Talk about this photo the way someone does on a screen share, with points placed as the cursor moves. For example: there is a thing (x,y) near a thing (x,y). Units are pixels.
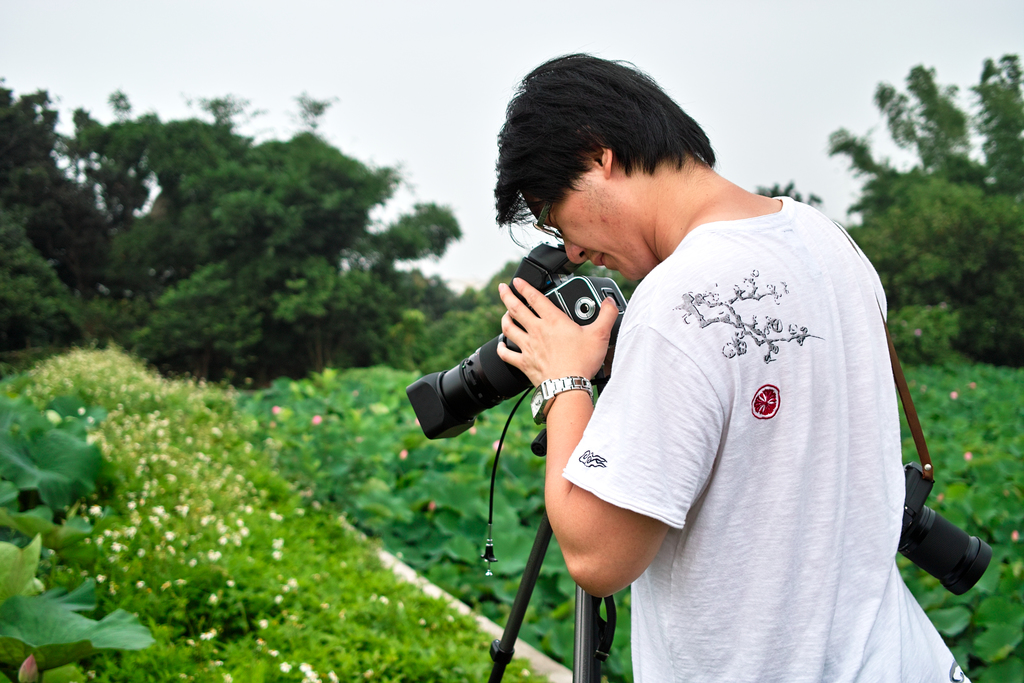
A man (569,227) wearing a specs (540,230) and watch (543,396) is holding a camera (584,308) which is kept on a stand (575,616). He is carrying another camera (920,475) on his shoulder (833,297). In the background (317,341) there are plants (305,489), trees (367,273), and sky (653,47).
